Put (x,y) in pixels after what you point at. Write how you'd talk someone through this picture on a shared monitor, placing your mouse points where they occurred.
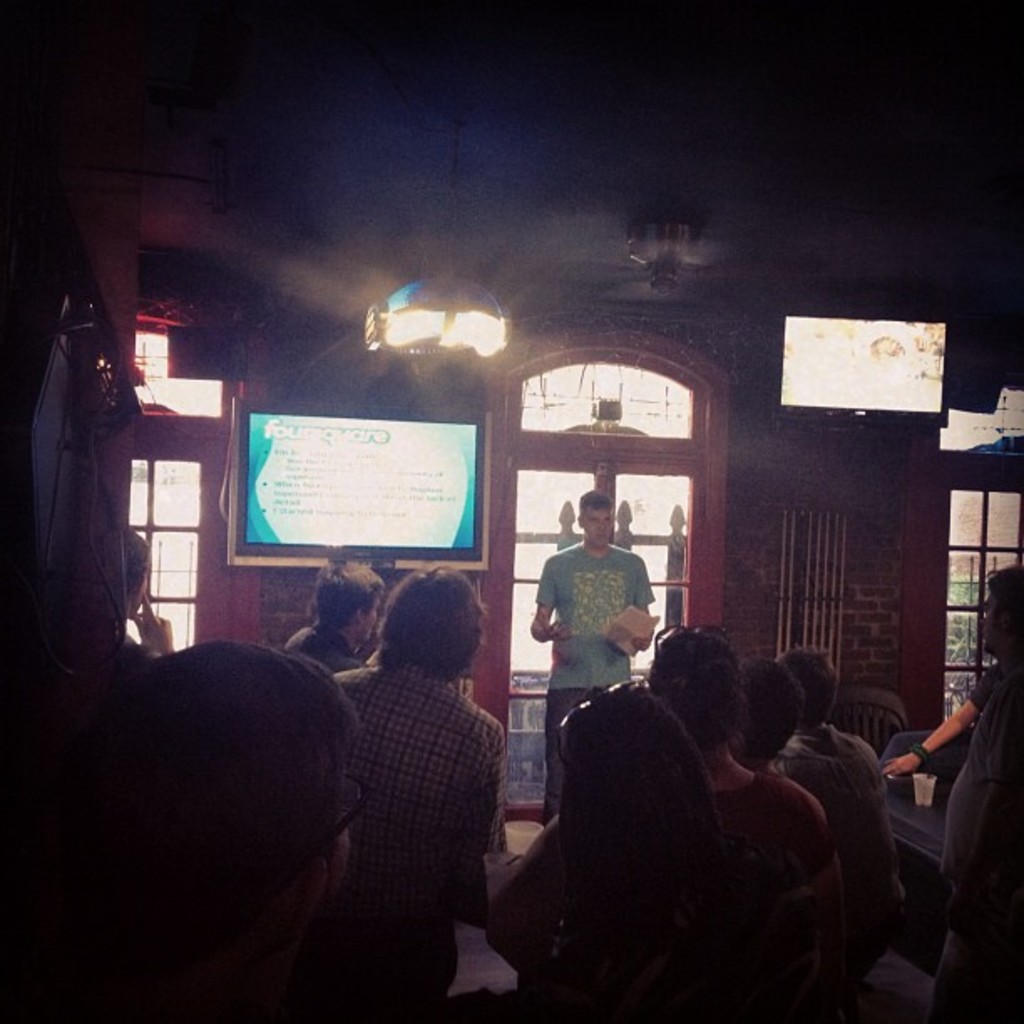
In the picture I can see people (581,741) among them one man (635,645) is standing and others (571,818) are sitting on chairs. In the background (519,702) I can see lights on the ceiling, two TV's (306,417), windows (533,422) and some other objects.
